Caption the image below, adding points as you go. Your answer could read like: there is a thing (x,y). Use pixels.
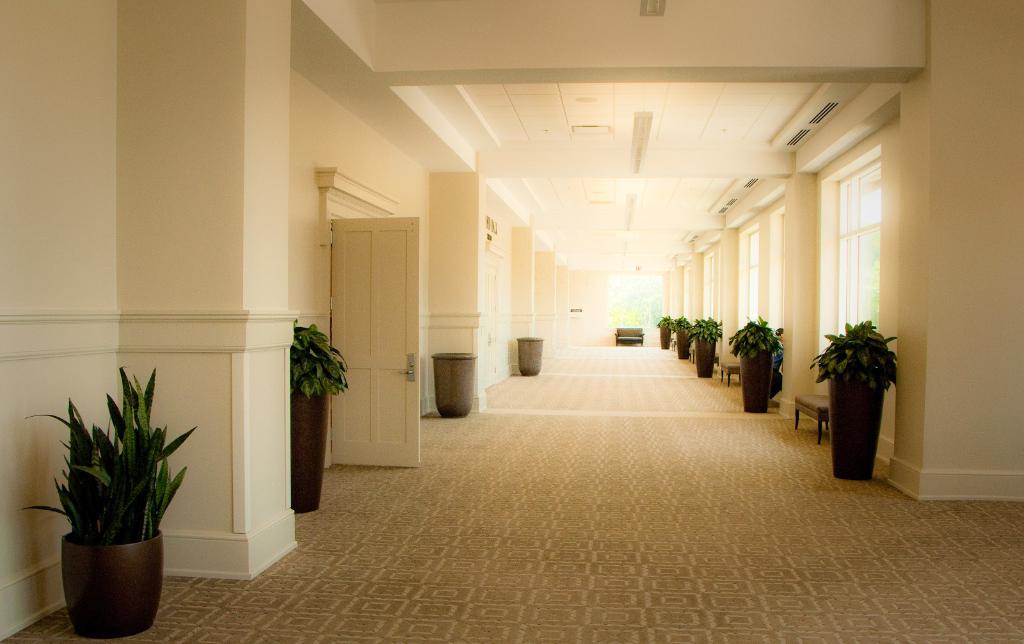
This is a picture inside of a building (808,192). In this image there are walls (817,224), windows (750,235), ceiling lights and a door (387,312). In-front of the walls (564,284) there are plants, bins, tables (796,424) and a couch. Carpets (777,419) are on the floor (692,368).
